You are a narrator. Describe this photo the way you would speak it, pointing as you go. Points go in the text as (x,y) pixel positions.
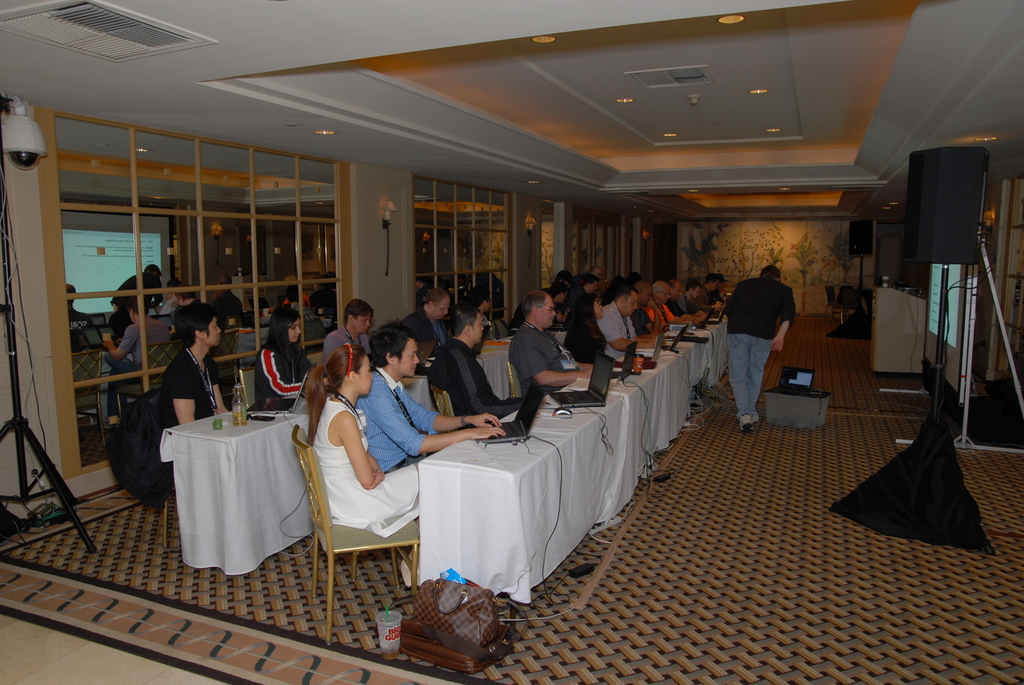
In this image we can see people (307,368) are sitting on the chairs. There are table (617,390), clothes (502,530), laptops (691,325), glasses (384,651), bags (432,641), stands (859,279), speakers (860,251), mirrors (285,292), podium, and a person (731,390). Here we can see ceiling (694,161), lights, walls (817,234), screen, and few objects (1006,438).
